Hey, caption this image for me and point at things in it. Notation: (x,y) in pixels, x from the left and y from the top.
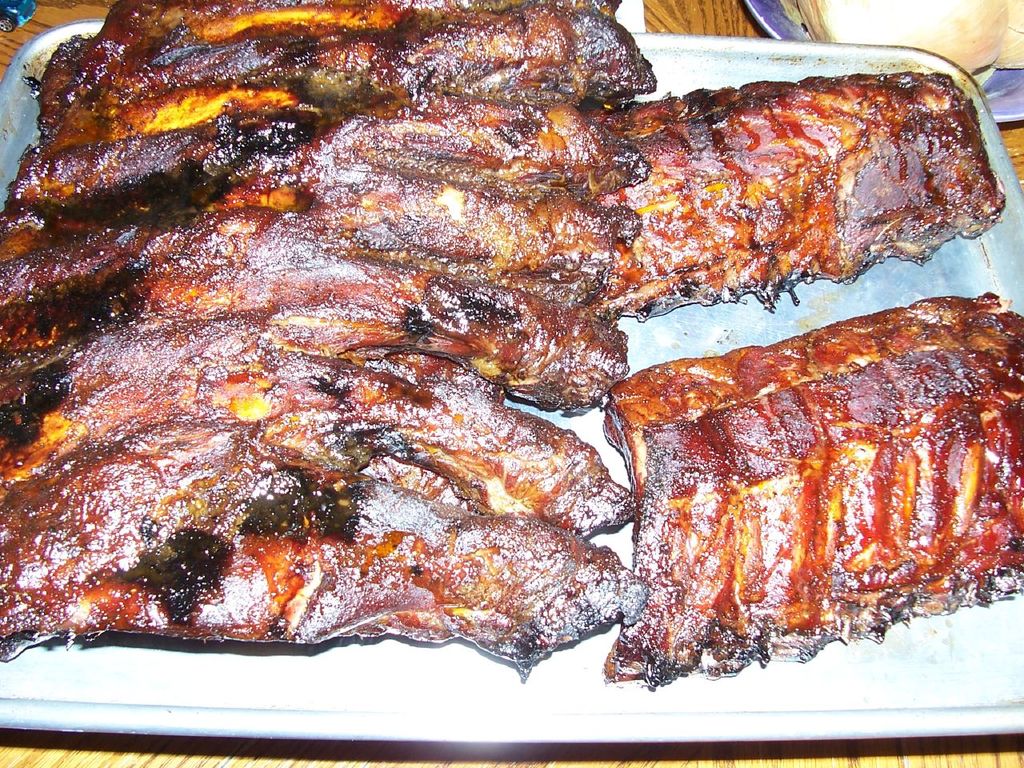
In this image I can see some food item (459,501) in the plate (485,693). In the background (838,759), I can see the table (661,19).
